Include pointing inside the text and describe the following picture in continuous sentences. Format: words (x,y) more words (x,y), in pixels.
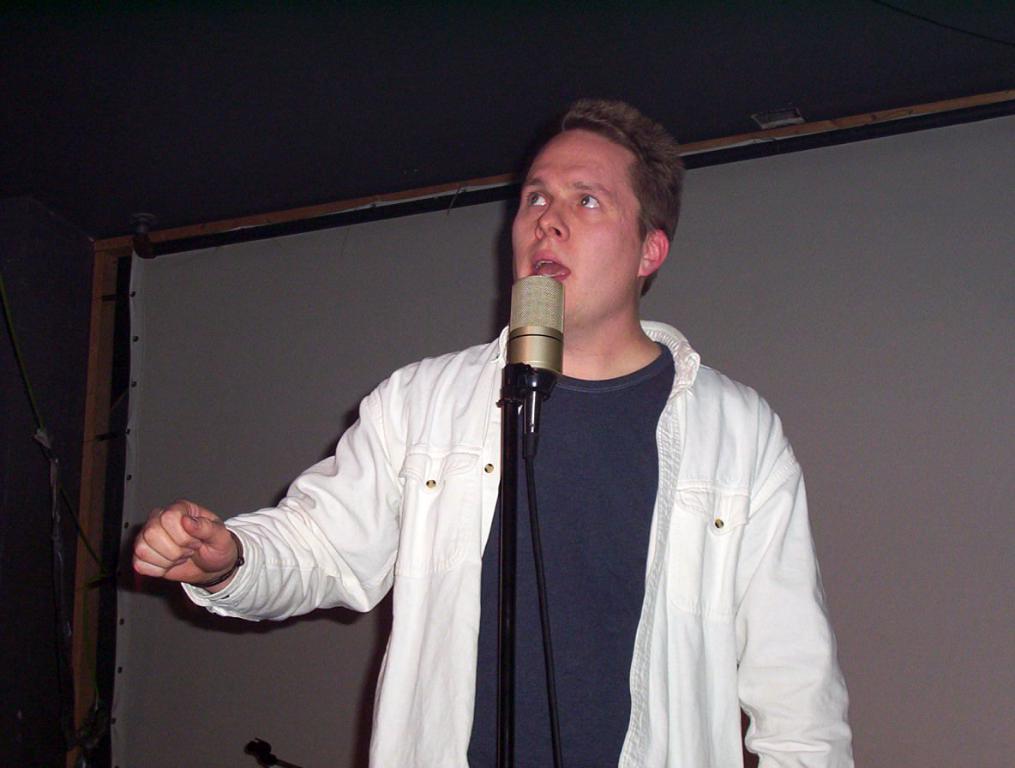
In this image I can see a person (332,590) standing wearing white shirt (430,638), in front I can see a microphone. Background (943,247) I can see a board (838,191) in white color.
